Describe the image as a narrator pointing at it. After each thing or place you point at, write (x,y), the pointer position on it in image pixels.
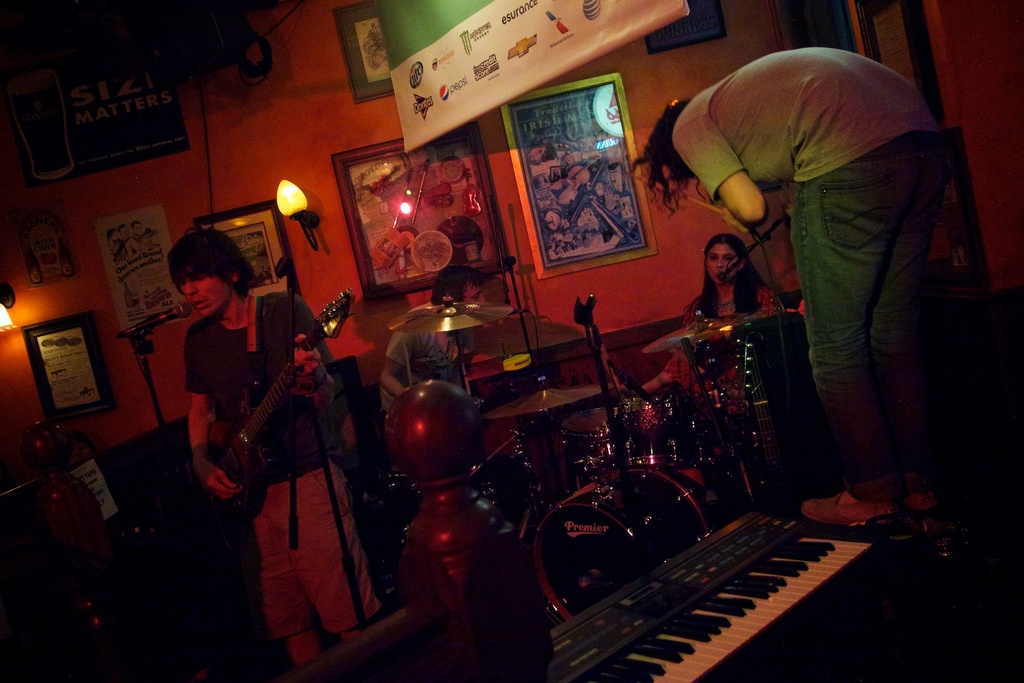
in a room (999,391) there is a keyboard (676,628), drums (682,471). a person (836,426) is standing at the right (827,190) and is bending. in front of him there is a person (723,311) sitting. at the left (215,354) there is a person (227,381) standing, singing and playing guitar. a microphone (182,309) is present in front of him. behind him there is another person (449,283) sitting. at the back (332,153), on the wall (494,145) there are photo frames (280,223) and lamps (8,285). at the top (457,90) there is a green and white hoarding (441,41).
